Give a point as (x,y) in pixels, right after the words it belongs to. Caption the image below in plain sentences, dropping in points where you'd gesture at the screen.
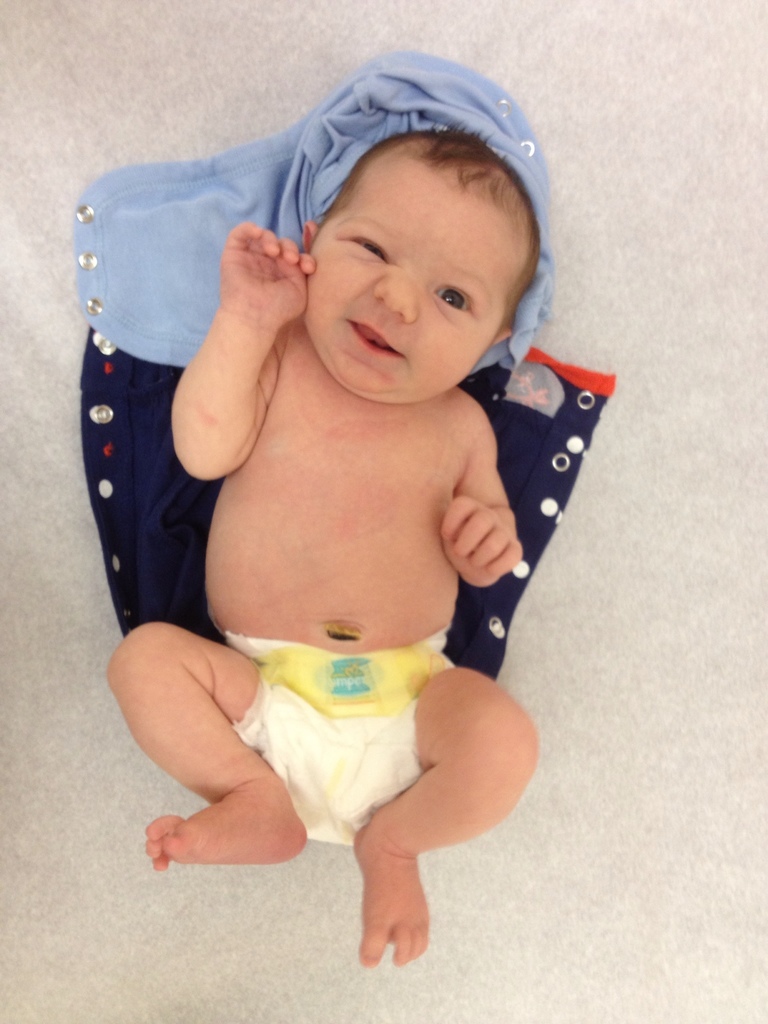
In the image there is a baby (339,635) and under the baby (315,365) there are two clothes (183,305).
